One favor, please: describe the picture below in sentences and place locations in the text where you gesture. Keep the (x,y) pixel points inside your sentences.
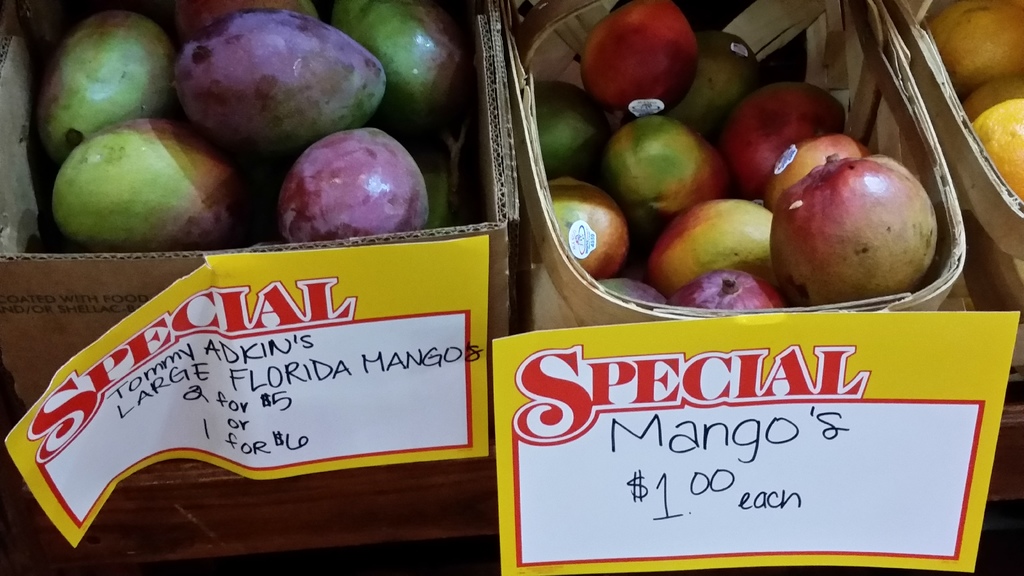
In this cardboard box (32,294) and baskets (621,299) there are fruits (375,207). In-front of the cardboard box (496,210) and basket (539,202) there are stickers (441,398).
